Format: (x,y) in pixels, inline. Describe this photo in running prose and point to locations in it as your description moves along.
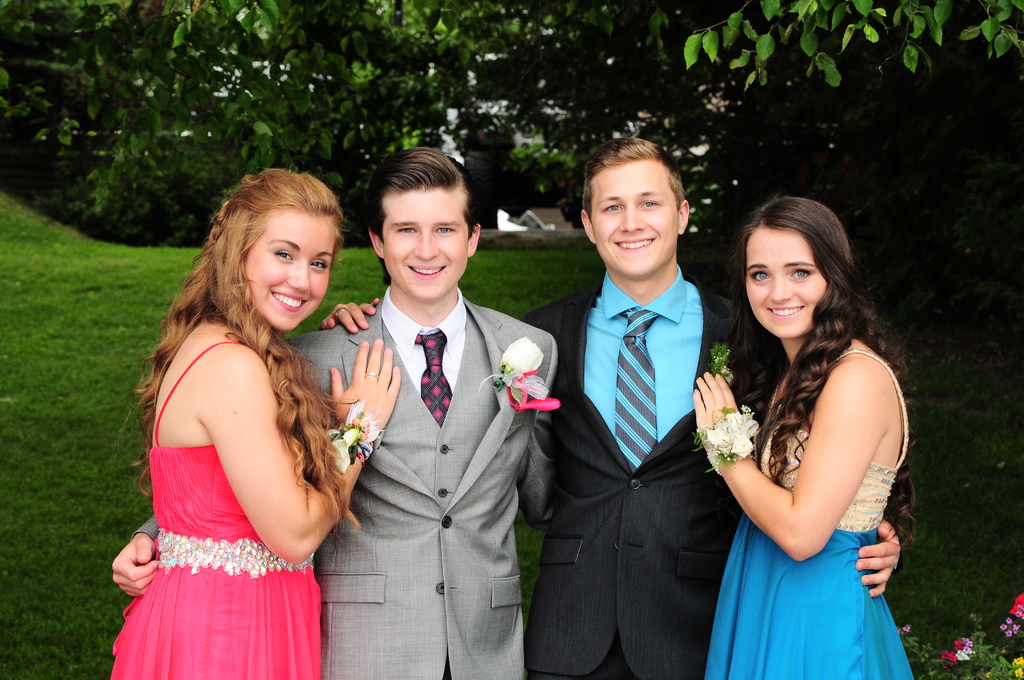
In this image we can see a group of people (514,317) are standing, and smiling, they are wearing the suit (683,497), at the back (982,134) there are trees (693,50), there is a grass (965,428).
